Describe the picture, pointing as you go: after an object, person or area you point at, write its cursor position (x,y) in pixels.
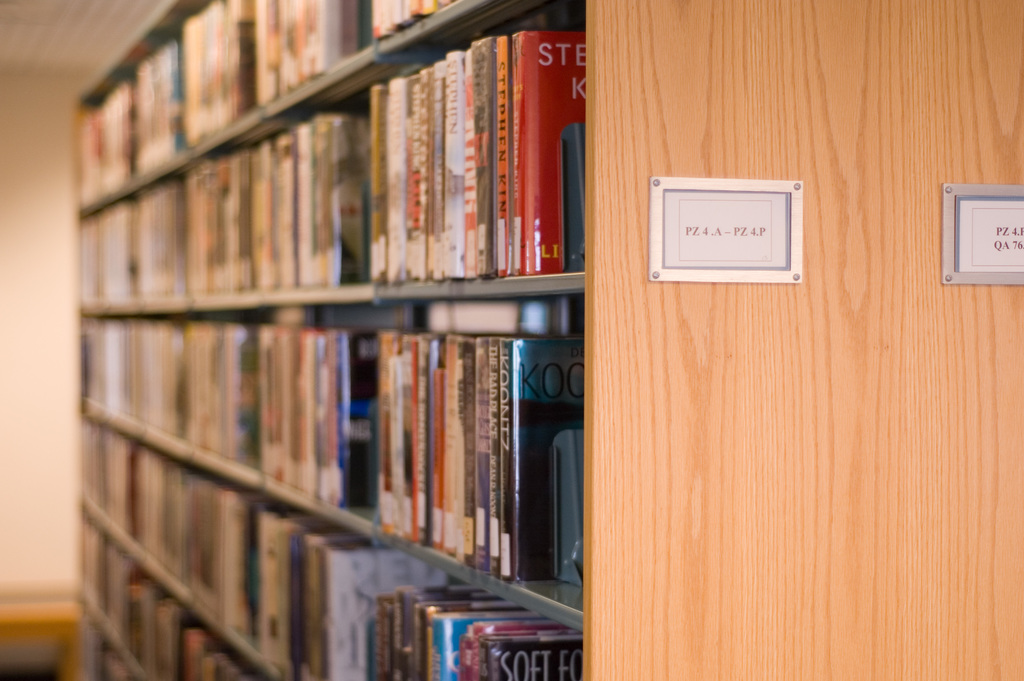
In this image there are many books (345,347) placed in a rack (319,519). There are also two text boards (753,255) attached to the wooden rack (788,471).
